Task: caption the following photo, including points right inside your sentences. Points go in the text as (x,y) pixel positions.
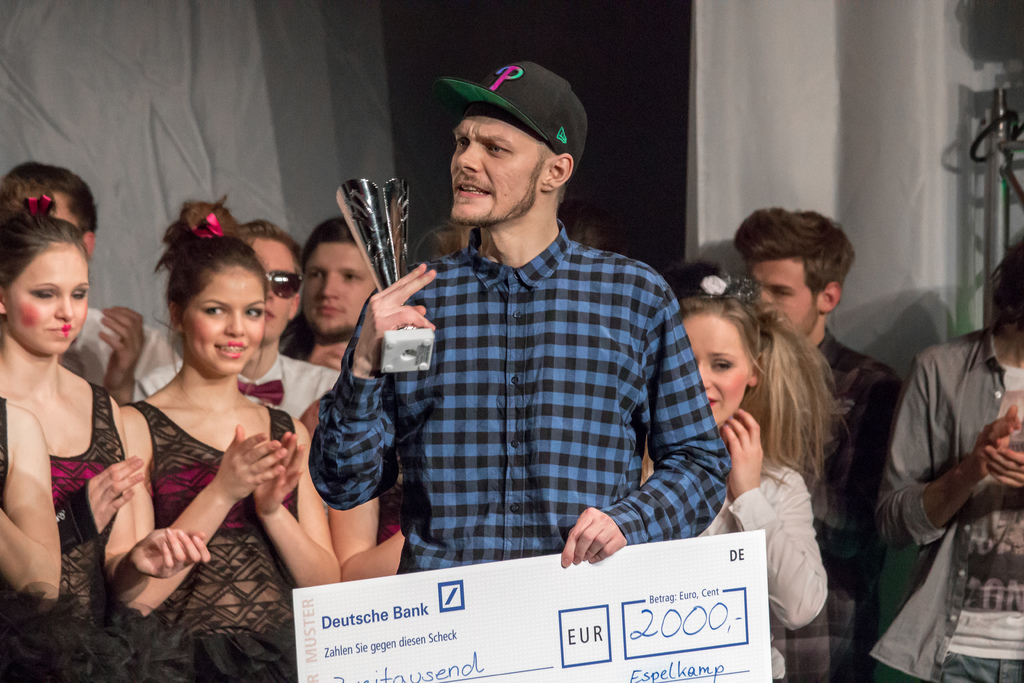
In this image we can see a person (502,369) wearing blue color dress (471,332) holding award (417,363) in his hands (393,297) and check (613,621) and at the background of the image (70,350) there are some group of persons (63,341) standing.
